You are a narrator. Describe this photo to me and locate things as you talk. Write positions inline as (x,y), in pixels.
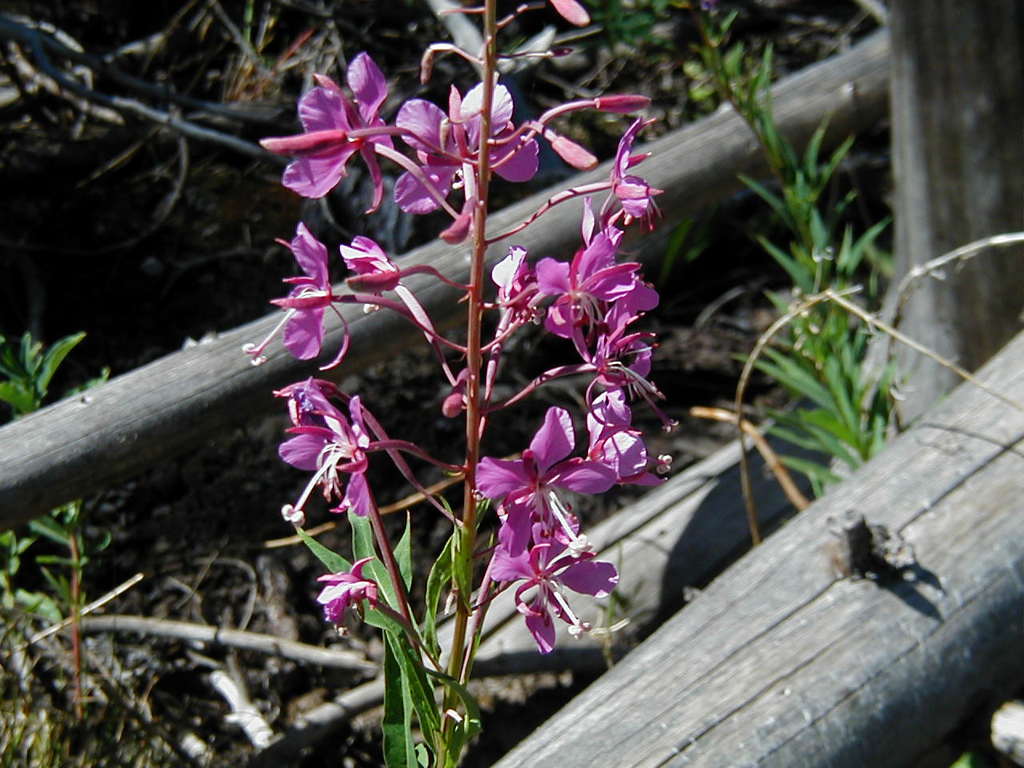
In this image we can see flowers (553,274), plants (407,607), also we can see wooden poles (798,78).
